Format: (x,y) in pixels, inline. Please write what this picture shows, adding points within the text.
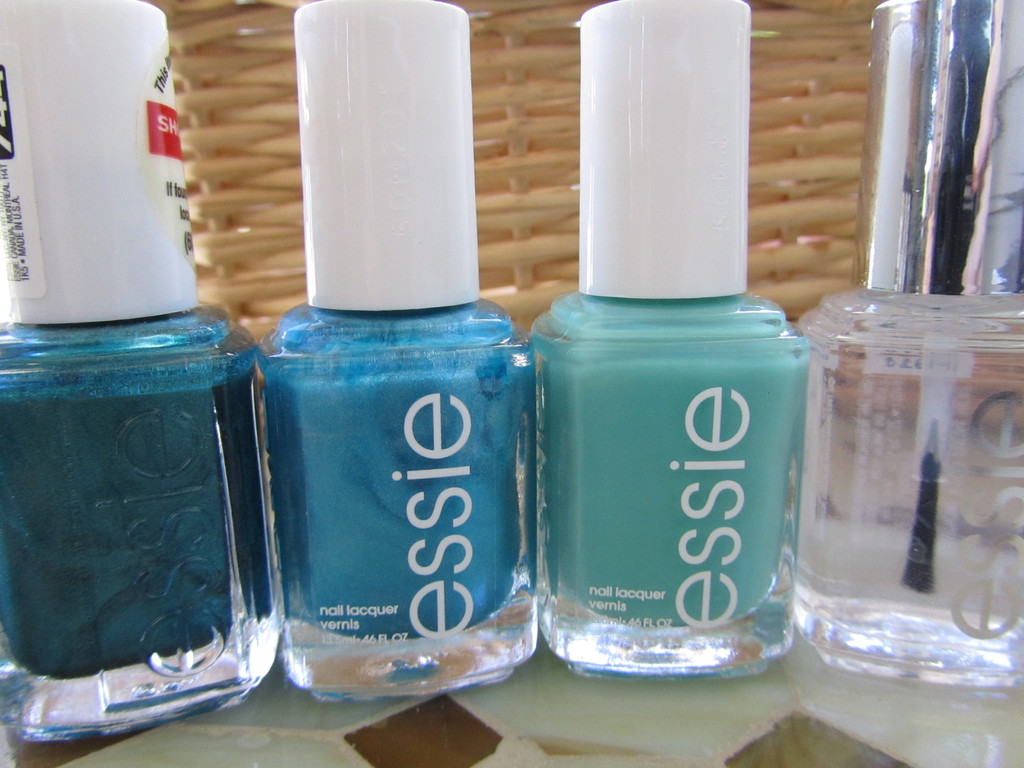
In this image, we can see some nail polish bottles (731,440).
